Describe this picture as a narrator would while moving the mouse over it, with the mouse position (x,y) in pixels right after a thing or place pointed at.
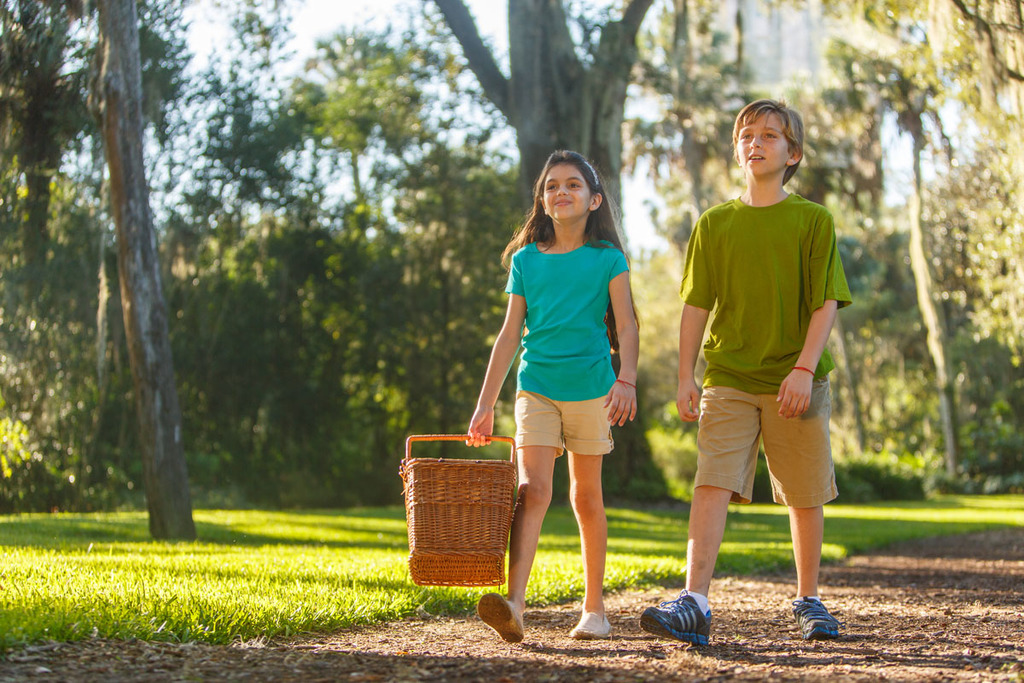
In this image we can see a boy (823,304) and a girl (529,314) with a basket (490,497) are walking on the ground (848,619). In the background (917,444) we can see many trees (588,101). We can also see the grass (205,601).
